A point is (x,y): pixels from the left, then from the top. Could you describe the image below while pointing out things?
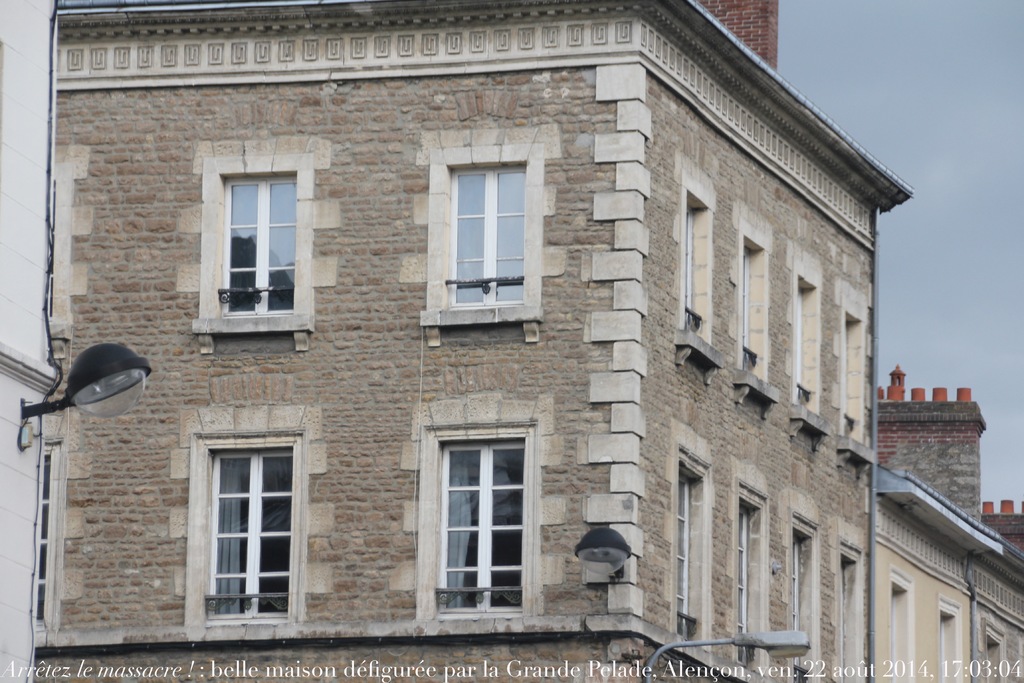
In this image, we can see buildings (388,426), walls (709,532), windows (479,553), lights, wires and pipes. At the bottom of the image (330,680), we can see the text (863,663). On the right side of the image (969,294), there is the sky (939,186). Here through the glass windows (287,562), we can see curtains (464,561).
